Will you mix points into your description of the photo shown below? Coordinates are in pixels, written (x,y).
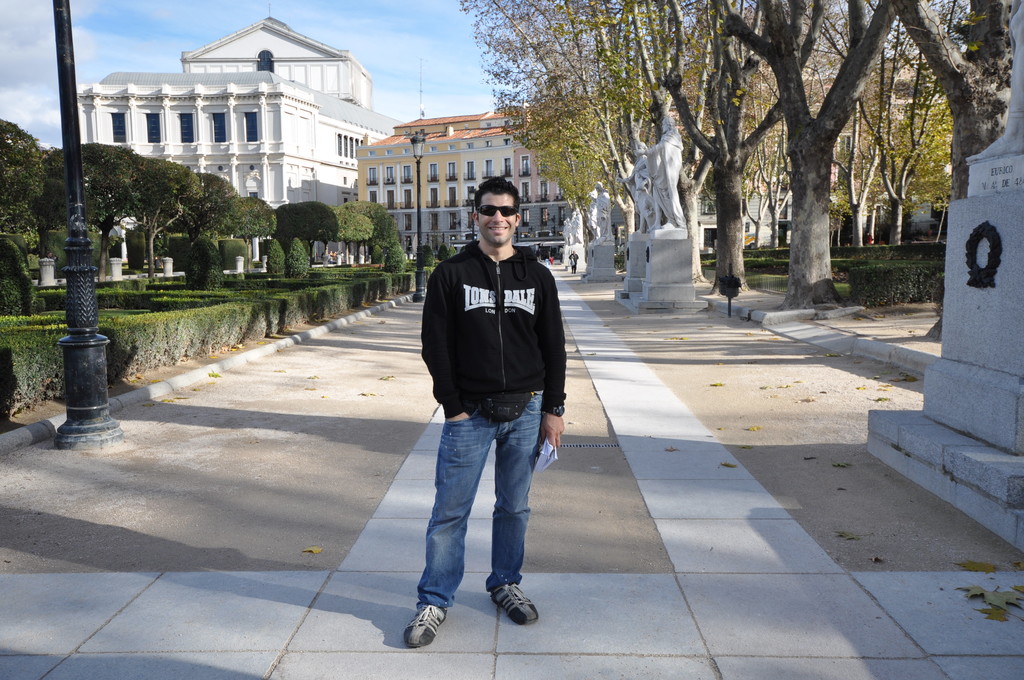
In the image we can see there is a man (498,387) standing and he is wearing jacket (525,314) and sunglasses (494,213). He is holding papers (547,452) in his hand (559,440) and there are trees (239,233) and plants (263,313) bushes (287,253) at the back (123,348). There are human statues (606,203) and behind there are trees (731,149) and buildings (447,117). There are street light poles (83,233) and there is clear sky (85,26).
